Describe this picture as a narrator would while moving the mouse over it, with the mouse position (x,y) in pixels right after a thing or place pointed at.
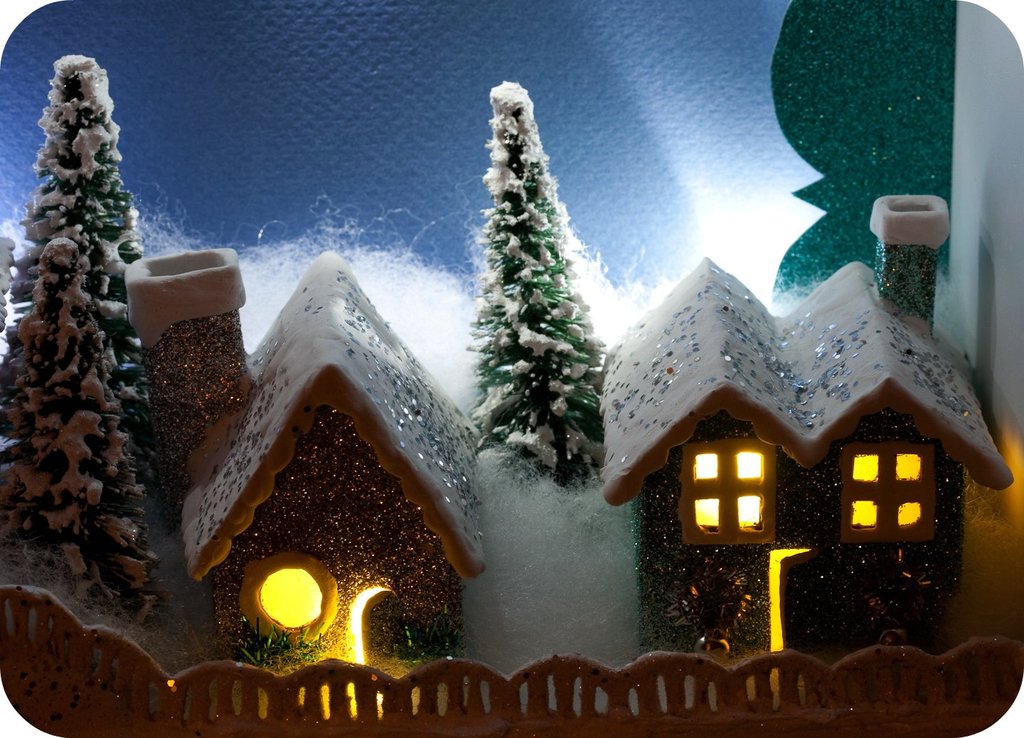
In this picture I can observe a miniature set (381,342) of two houses (354,483). I can observe yellow color light (313,604) in the houses (719,518). There is some snow (279,332) in this miniature set (571,403).
